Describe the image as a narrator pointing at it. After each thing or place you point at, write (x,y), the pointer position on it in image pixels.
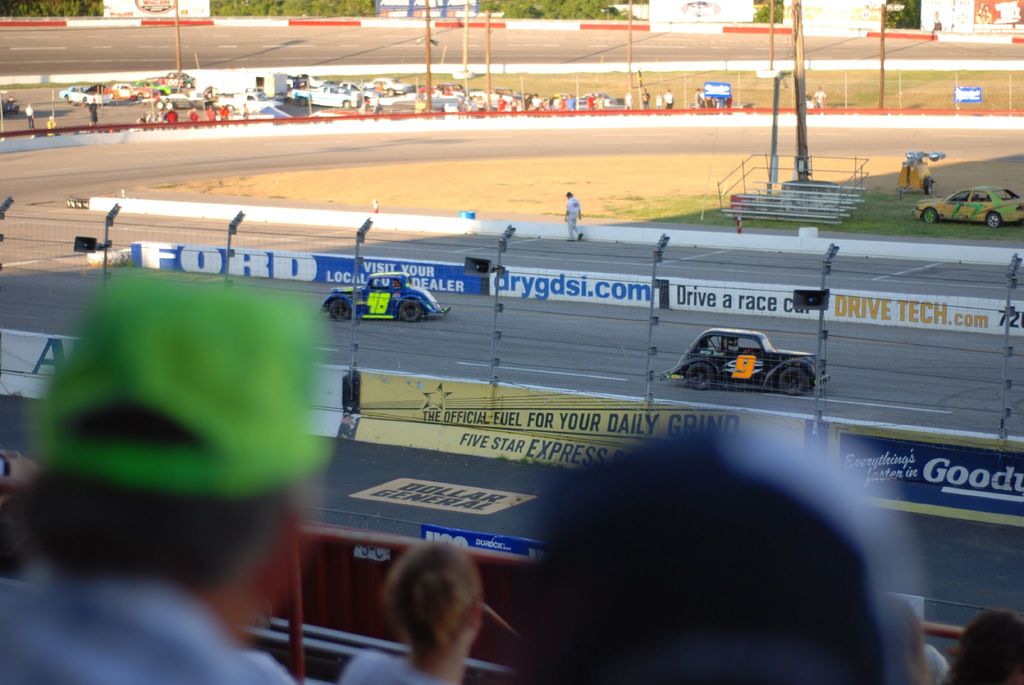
In the center of the image (420,315) we can see vehicles (726,364) on the road (490,335). At the bottom (85,584) we can see lights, persons (400,623) and fencing (1000,433). In the background (447,141) there is a car (951,201), poles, vehicles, road (183,145) and trees (588,6).
